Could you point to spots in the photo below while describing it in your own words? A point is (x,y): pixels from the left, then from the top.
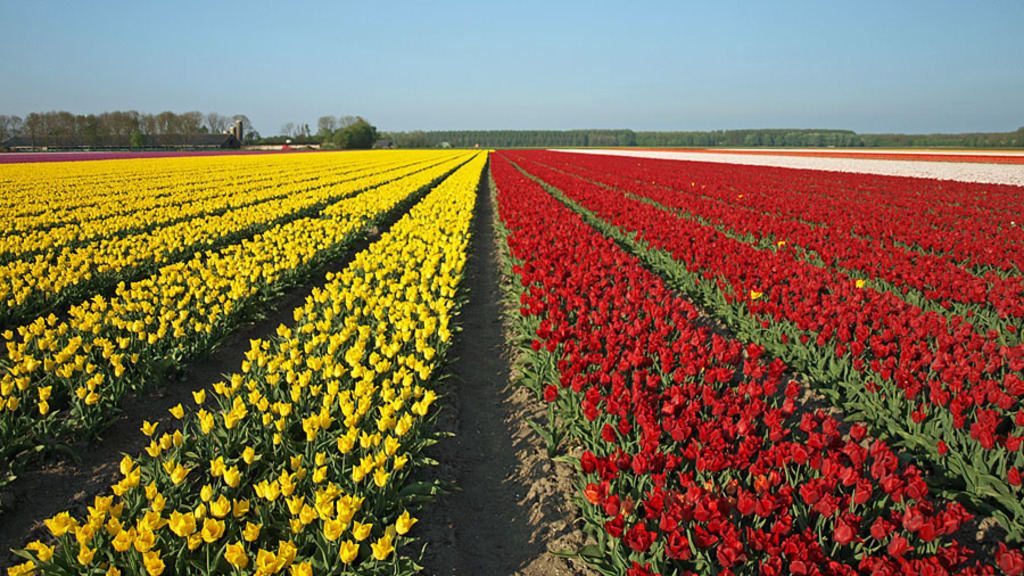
In this picture I can see flower fields (439,266). I can see trees (296,132). I can see the sky (619,39).
